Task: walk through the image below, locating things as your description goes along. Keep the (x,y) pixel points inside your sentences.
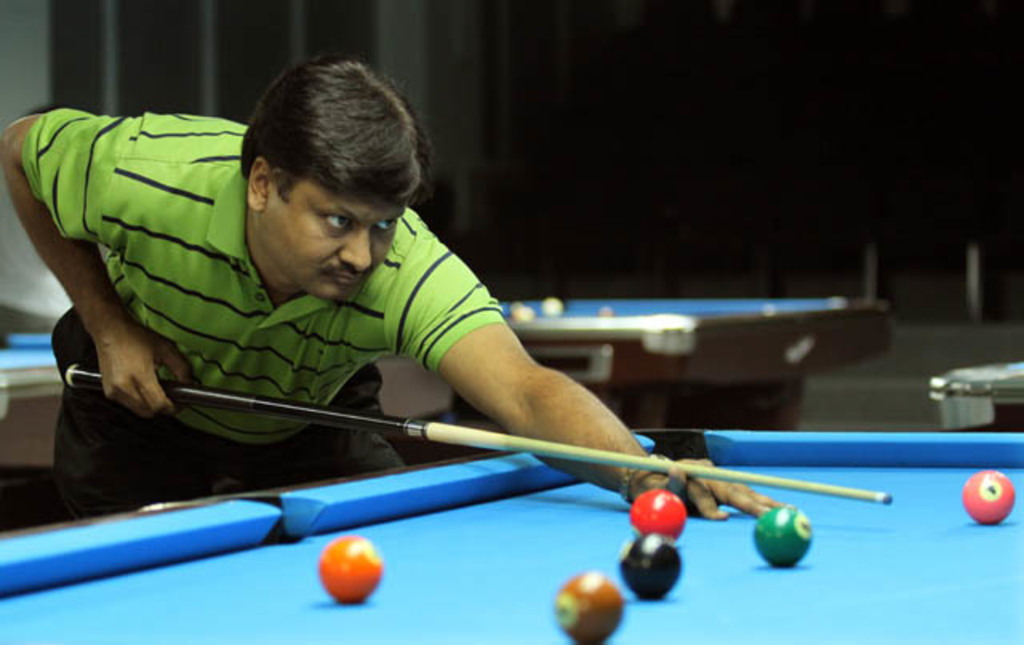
In this image i can see a person (151,293) holding a stick (585,459) in his hands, I can see a table (470,586) and balls (665,560) in it. In the background (621,348) i can see another table (654,351).
